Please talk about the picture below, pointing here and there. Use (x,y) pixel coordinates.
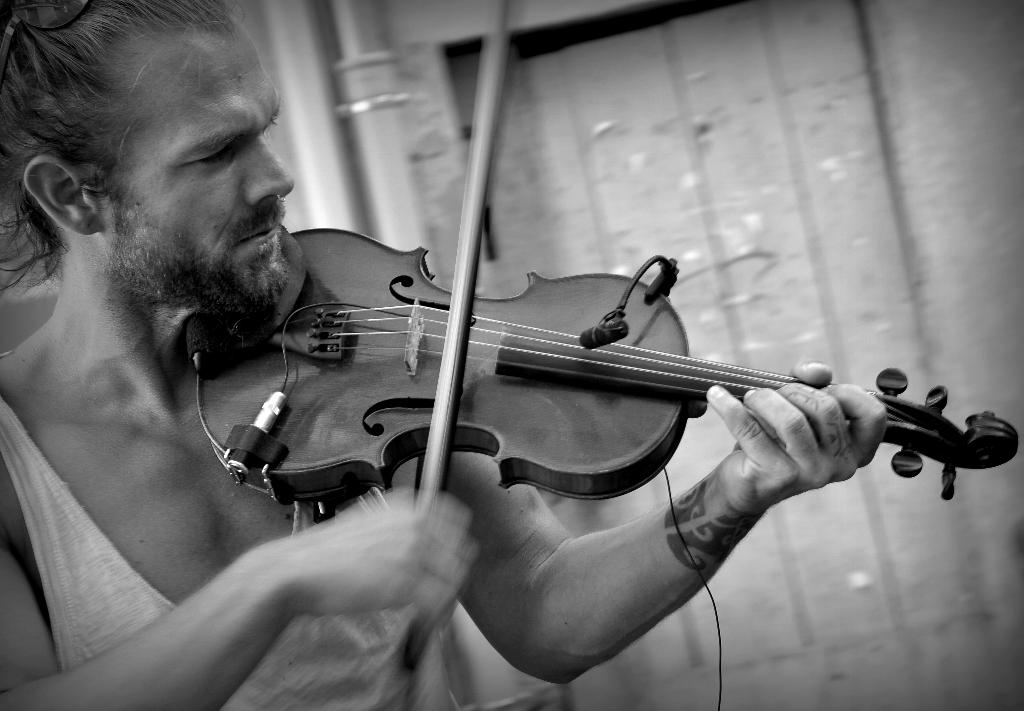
The person (244,579) in the picture is playing violin (476,379).
